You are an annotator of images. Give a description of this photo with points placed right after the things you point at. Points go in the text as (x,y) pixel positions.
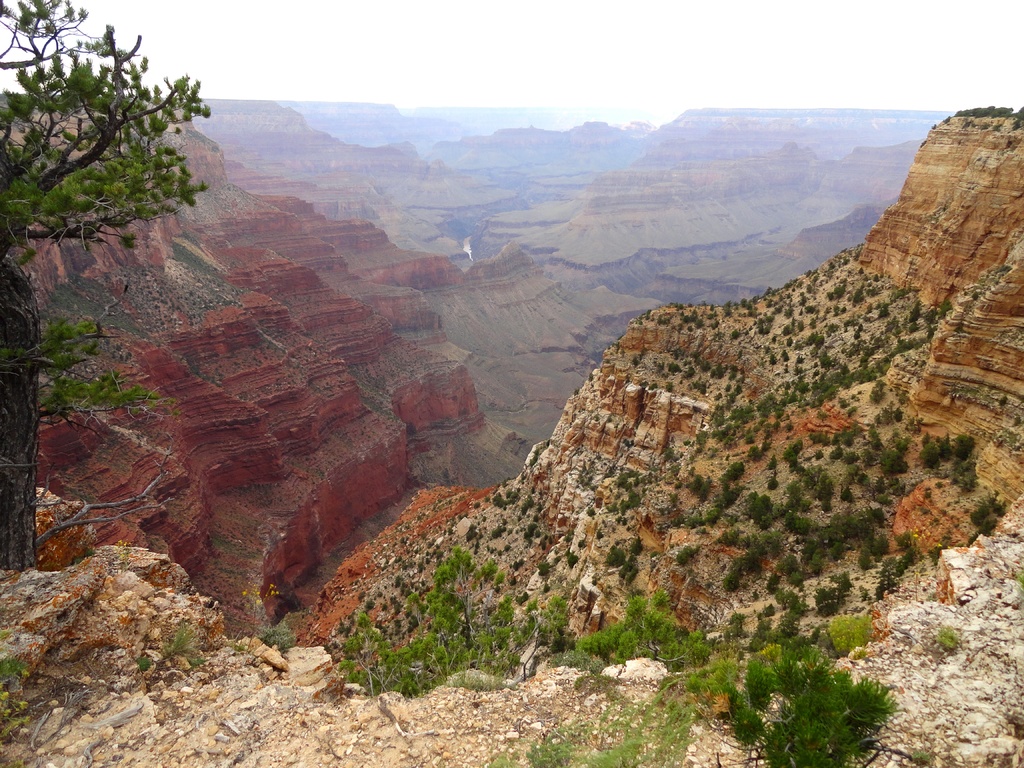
This picture is clicked outside. In the foreground (878,718) we can see the plants (483,651). In the center (488,361) we can see the cliffs (525,233). On the left (79,195) we can see the tree (128,179). In the background (405,92) we can see the sky (869,84) and we can see some other items (587,373).
